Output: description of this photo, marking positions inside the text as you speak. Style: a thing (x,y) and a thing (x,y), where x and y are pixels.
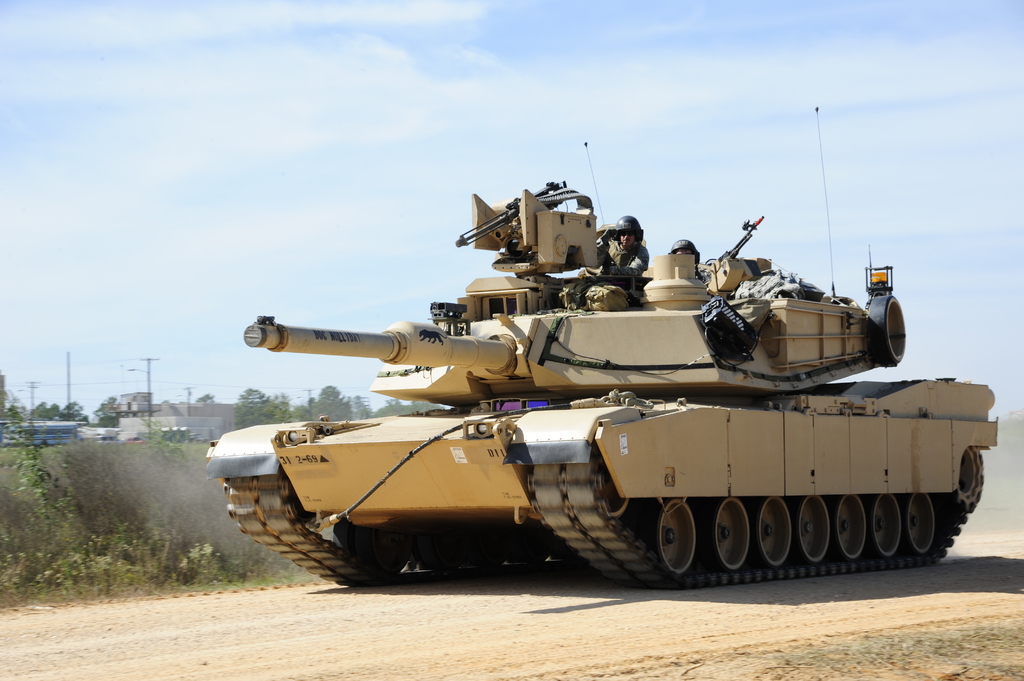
In this picture I can observe a panzer (718,481) which is in cream color. There are two members (618,241) on the panzer (660,406). On the left side (84,555) there are some plants (122,558). In the background (669,154) I can observe a sky (182,154) and there are some clouds (380,78) in the sky (299,96).
